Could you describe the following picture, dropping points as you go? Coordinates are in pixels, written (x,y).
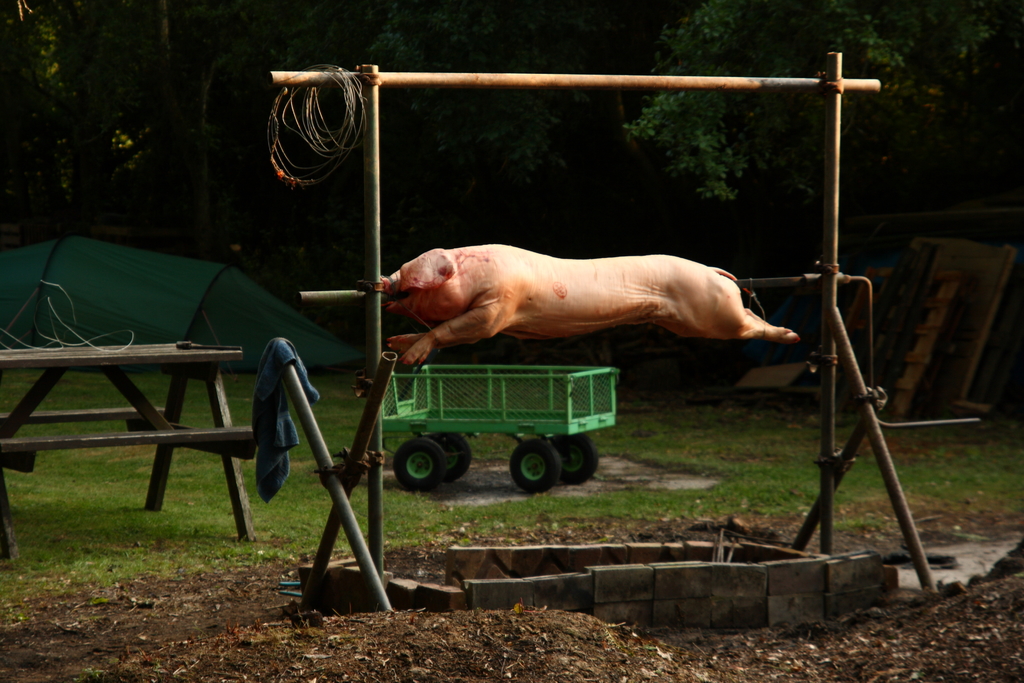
It's a pig (467,260) which is on the roller (757,278) for roasting behind it there is a vehicle (534,398) and trees (625,98).
